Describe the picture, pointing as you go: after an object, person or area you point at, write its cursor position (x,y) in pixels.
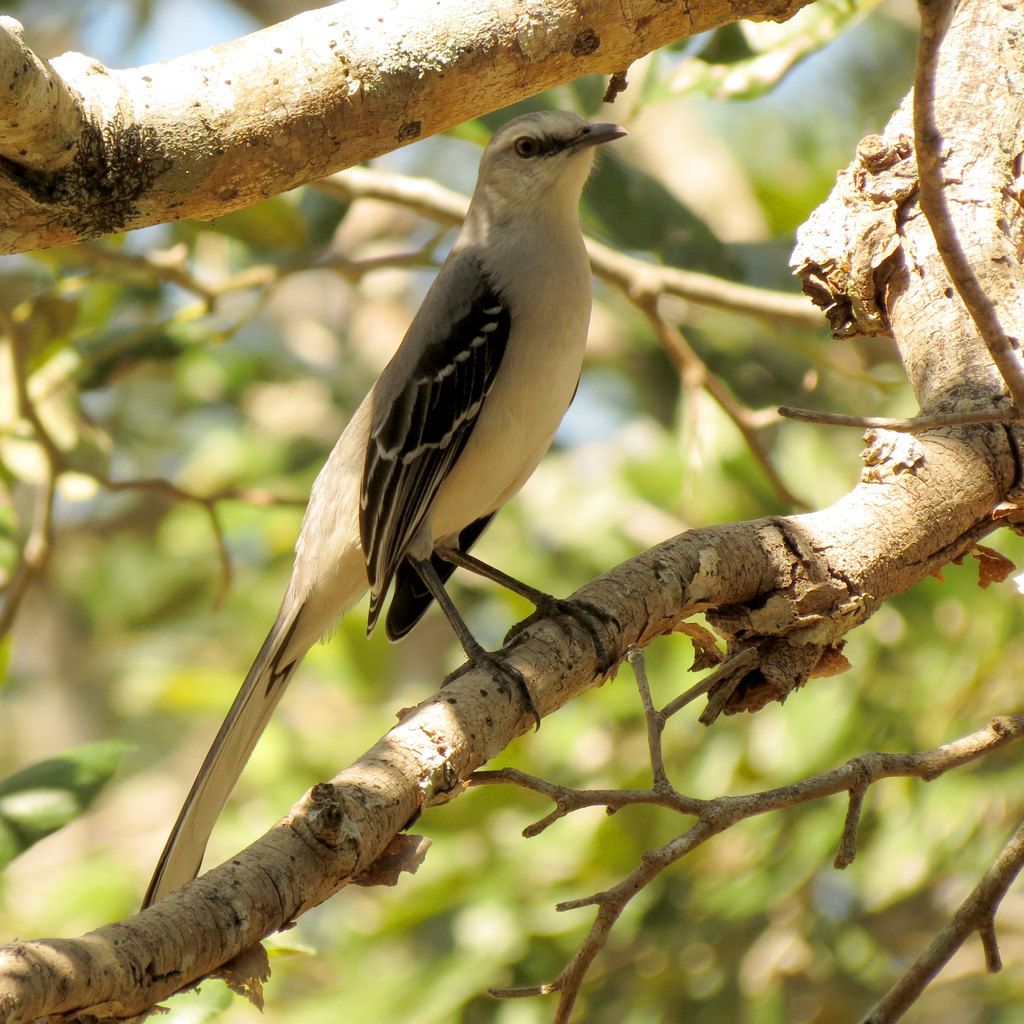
In this picture there is a bird (418,471) who is standing on the tree branch (400,871). In the background (964,826) I can see the blur image.
